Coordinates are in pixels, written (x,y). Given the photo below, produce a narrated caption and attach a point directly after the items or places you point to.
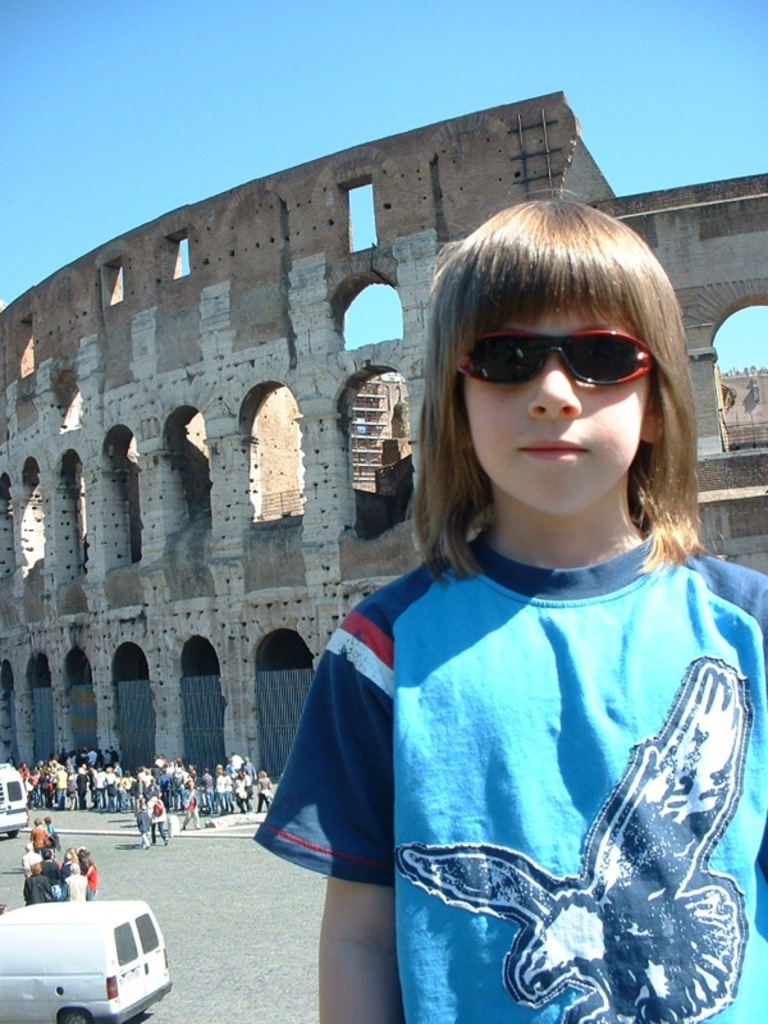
This picture shows few people (158,823) standing and we see couple of vehicles (115,970) on the road (186,952) and we see a old building (316,356) and a human (610,574) standing with sunglasses (647,364) on the face (637,411) and we see a blue sky (171,56).
